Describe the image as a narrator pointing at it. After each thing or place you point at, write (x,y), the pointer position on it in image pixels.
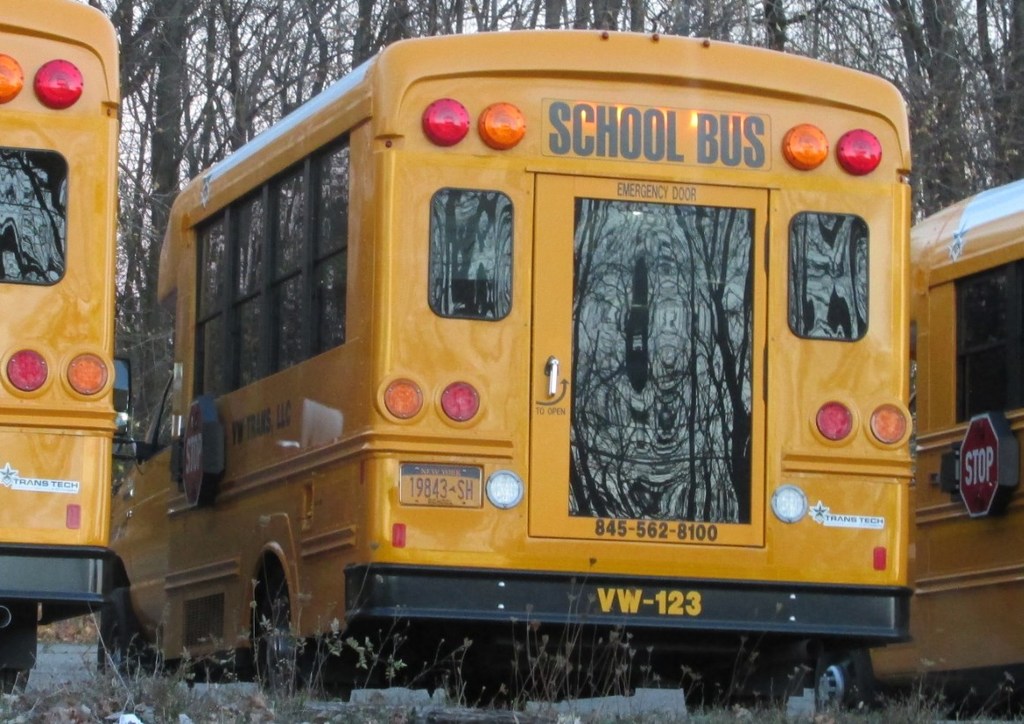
In this picture we can see buses (505,420) on the ground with signboards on it, plants (396,636) and in the background (693,13) we can see trees (256,49).
